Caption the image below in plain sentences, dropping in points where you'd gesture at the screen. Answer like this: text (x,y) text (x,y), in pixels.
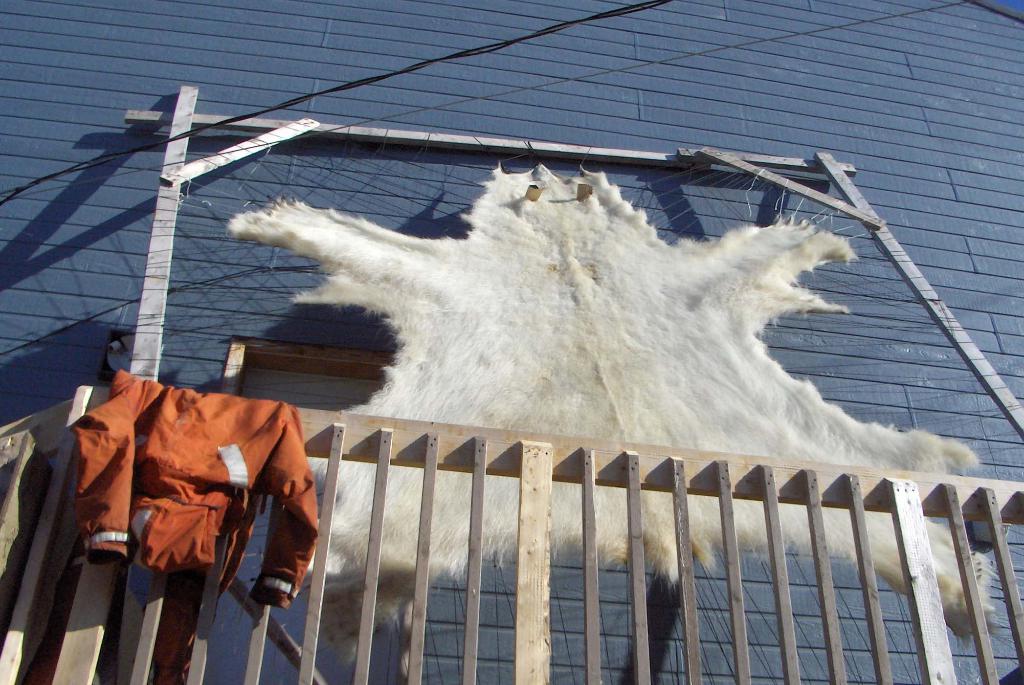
At the bottom of the picture (534,472), we see a wooden railing (380,521). We see a red color jacket (262,489) is on the railing (640,564). Behind that, we see an animal fur (510,315) is tied to the wooden planks (869,223). Behind that, we see a blue wall (690,111).
